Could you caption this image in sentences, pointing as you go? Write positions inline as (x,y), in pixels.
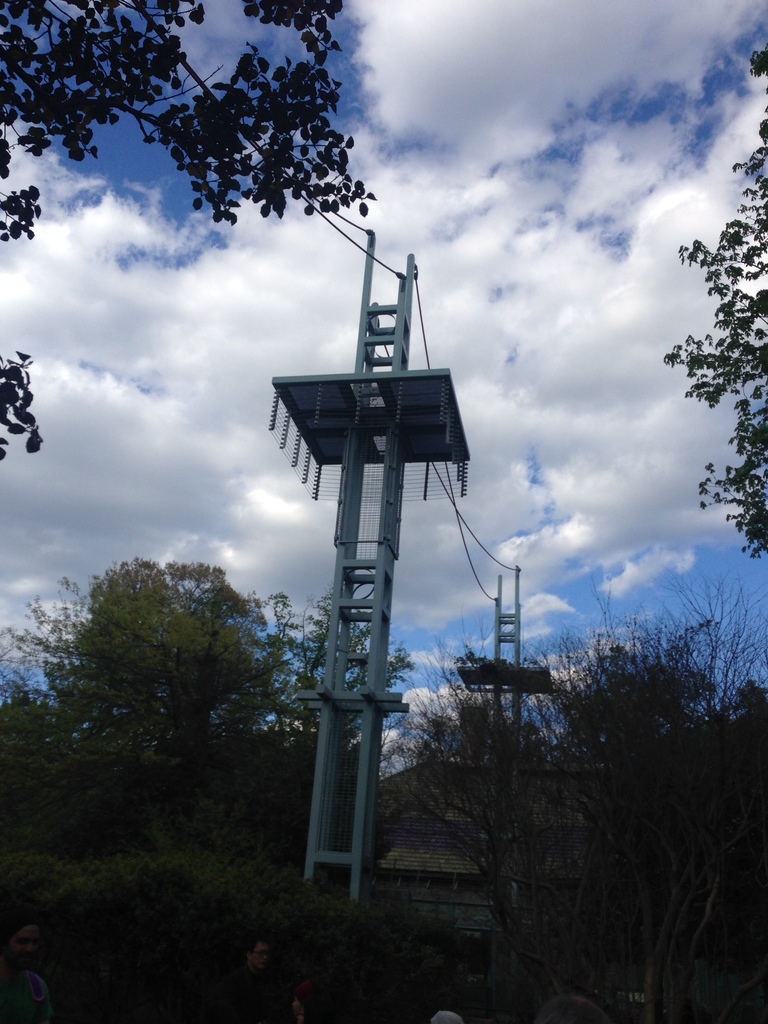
In the picture I can see poles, wires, trees (726,687) and the blue color sky (514,155) with clouds (368,155) in the background (757,643).
